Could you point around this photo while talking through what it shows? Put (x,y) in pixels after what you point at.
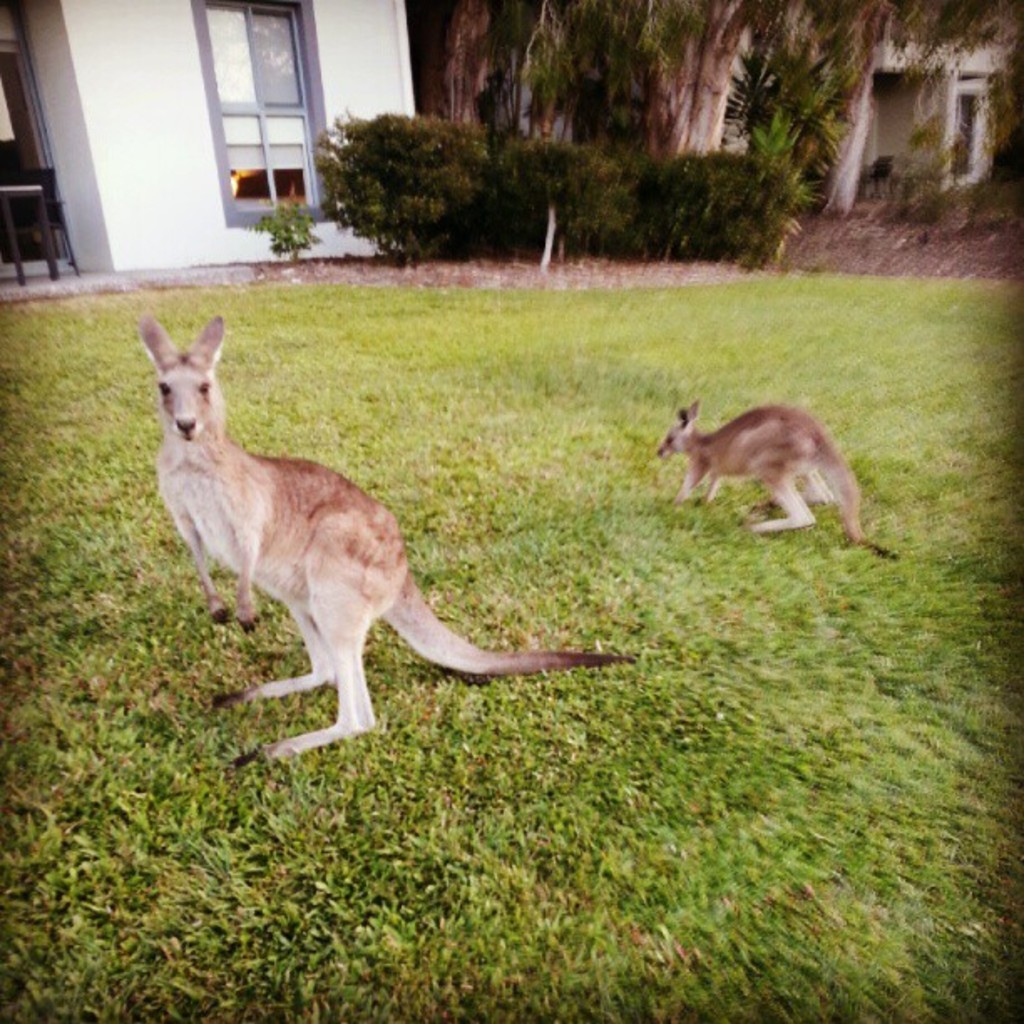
In this image we can see two animals (287,568) standing on the ground (693,669). In the background (668,239), we can see a group of trees (650,131), building (245,239) with window (259,201) and some plants (622,206).
